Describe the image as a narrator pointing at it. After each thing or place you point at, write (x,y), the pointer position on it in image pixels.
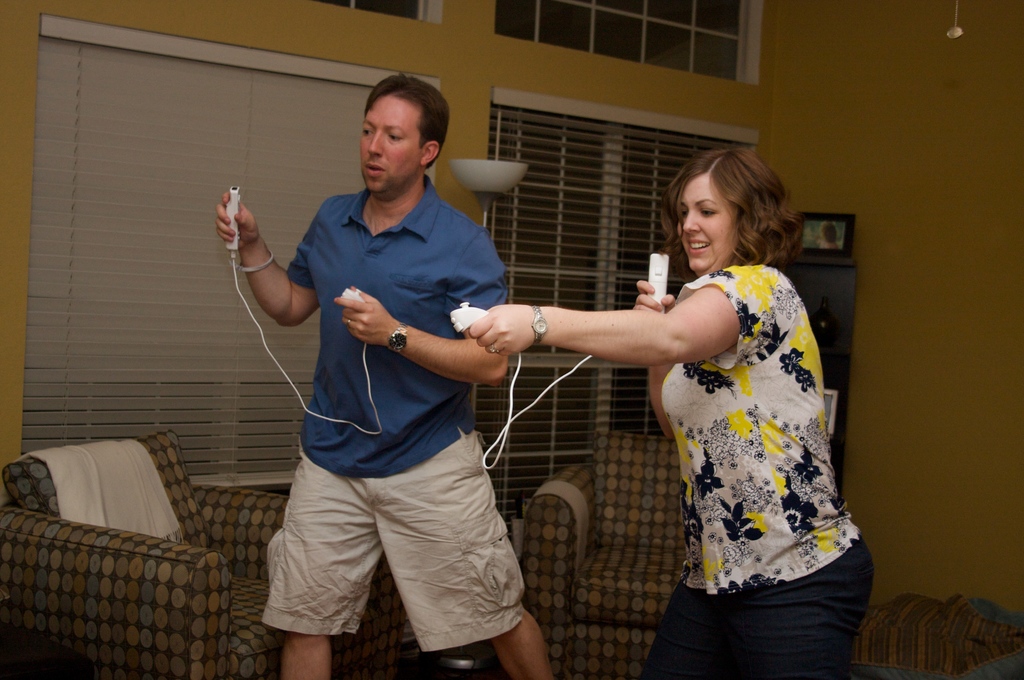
In this image I can see a person (408,409) wearing blue and cream colored dress (371,458) and a woman (718,443) wearing yellow, white and black colored dress (729,410) are standing and holding white colored objects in their hands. In the background (119,544) I can see few couches (262,568), the yellow colored wall (873,98), the window (704,132), the window blind (500,248) and few other objects (814,279).
